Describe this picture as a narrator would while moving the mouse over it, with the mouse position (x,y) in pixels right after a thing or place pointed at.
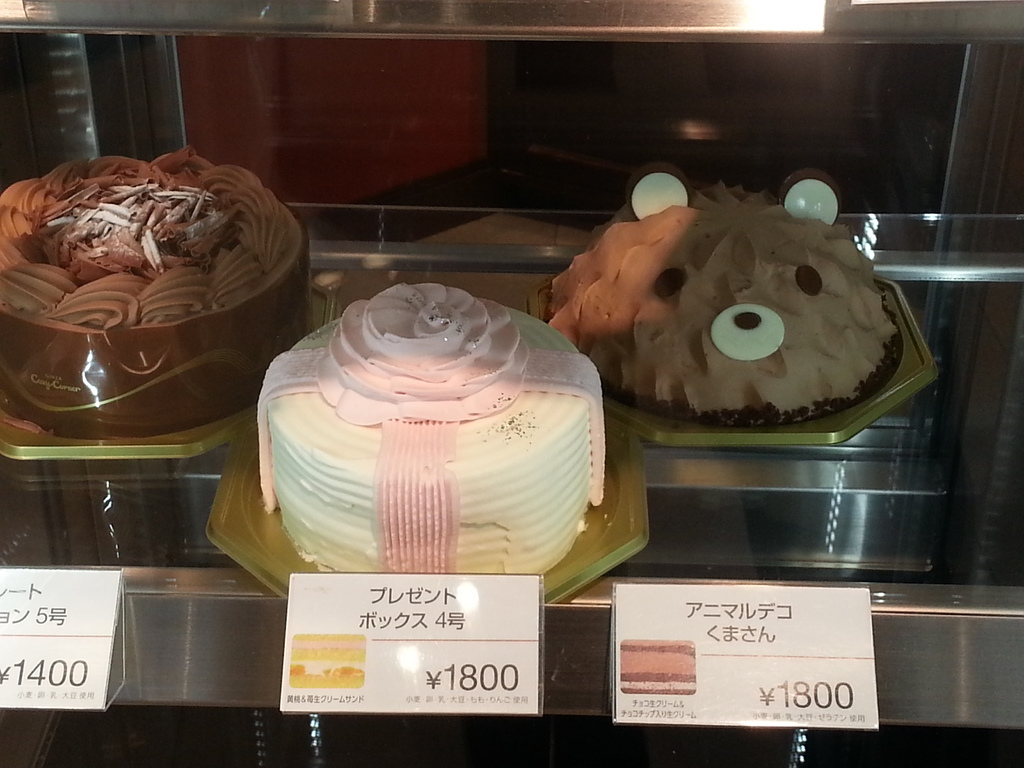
In this picture we can see price cards (408,590), three cakes (17,372) on plates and these plates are on a rack (31,515) and in the background (542,112) we can see some objects (207,127).
